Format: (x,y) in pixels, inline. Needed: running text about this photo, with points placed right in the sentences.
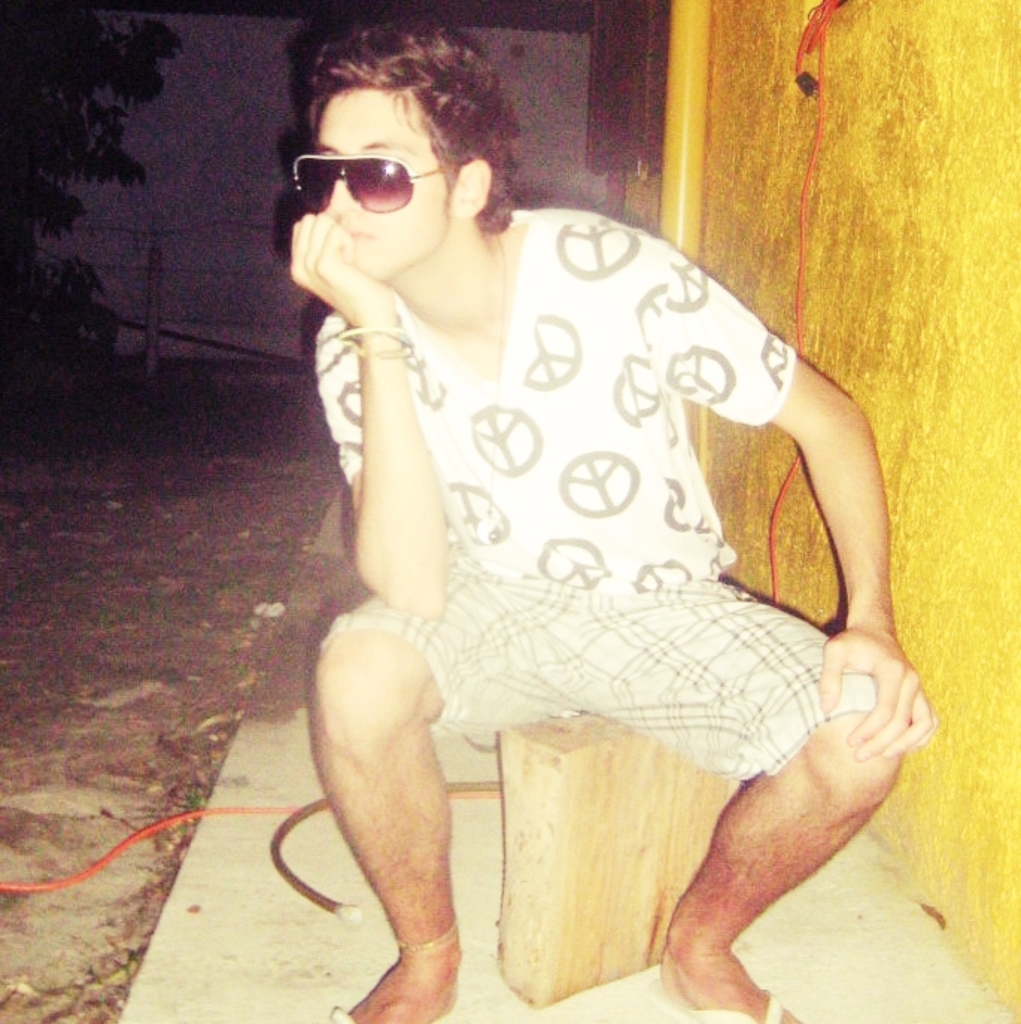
Background (27,103) portion of the picture is dark. We can see a tree (130,52) and the fence (153,341). On the right side of the picture (731,76) we can see the yellow wall (928,187), an object (683,133), wire (818,88) and we can see a man (426,184) wearing a t-shirt (741,414), goggles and sitting on the wooden object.
